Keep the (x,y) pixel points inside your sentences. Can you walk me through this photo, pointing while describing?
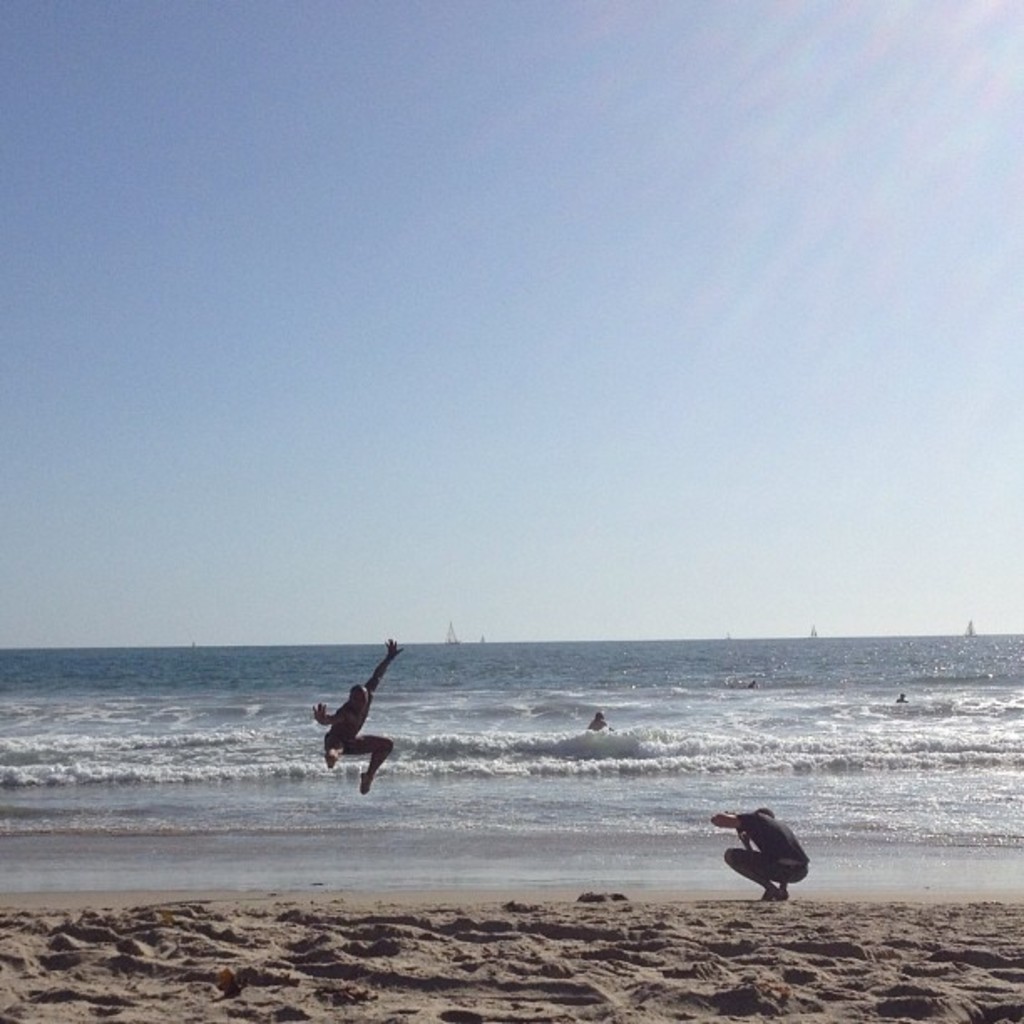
In this image at the bottom (420,935) there is sand (628,891) and there is one man (762,856) who is sitting, and he is holding a camera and one man (339,745) is in air. And in the background (834,695) there is a beach (892,695) and some boats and some people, at the top (451,217) there is sky (499,427).
